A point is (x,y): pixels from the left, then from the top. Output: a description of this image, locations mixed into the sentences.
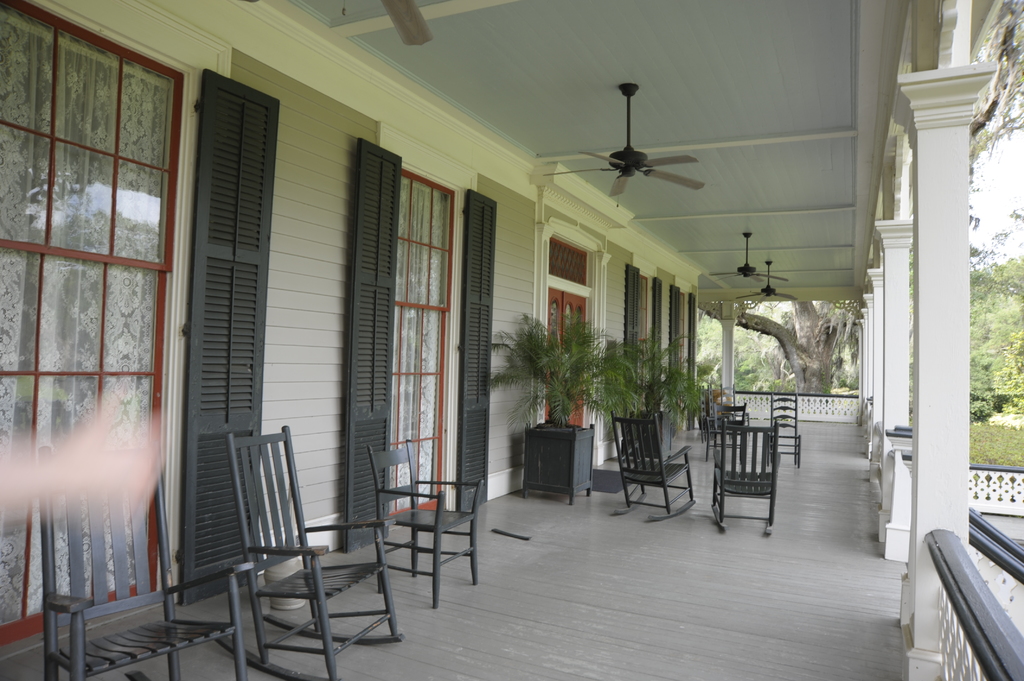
In this picture we can see chairs (389,641) on the floor (649,537), plants (607,375), doors (551,325), windows (68,262) with curtains (93,294), fans (689,157), pillars (948,292) and in the background (801,331) we can see trees (1006,318).
